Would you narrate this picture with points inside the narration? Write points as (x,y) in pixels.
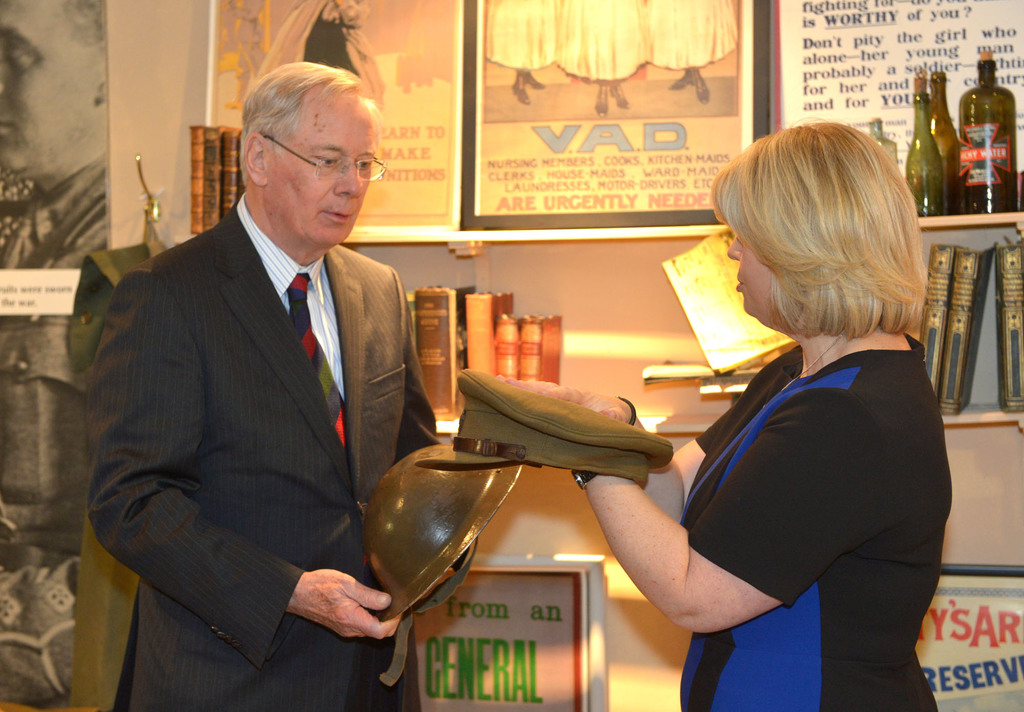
In this image I can see a man (263,346) wearing shirt (272,280), tie (299,306) and blazer (270,345) and a woman (797,513) wearing blue and black colored dress (794,542) are standing and holding hats (456,511) in their hands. In the background (612,277) I can see few bottles (990,143) and few books (958,350) in the shelves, the wall (994,383) and few boards (1021,142) attached to the wall (608,292).
